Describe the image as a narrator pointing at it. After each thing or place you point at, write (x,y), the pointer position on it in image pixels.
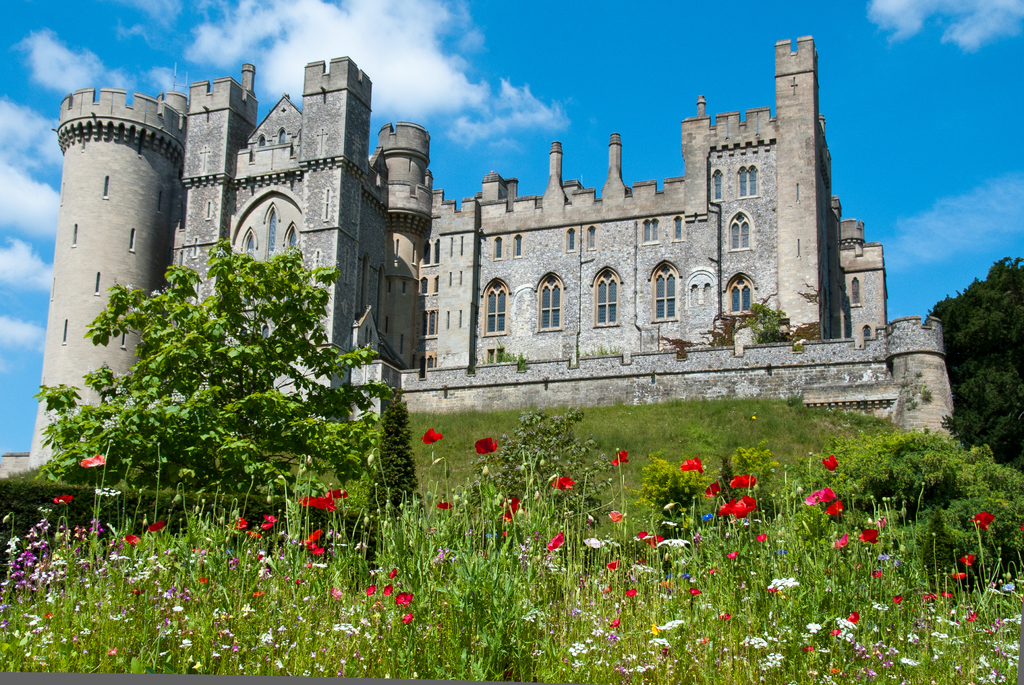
There are flowering plants (536,516). In the back (469,469) there are trees (291,255) and grass (620,420). Also there is a building (501,306) with windows (556,309). On the right side (995,351) there is a tree (986,313). In the background (503,69) there is sky (385,60) with clouds (395,68).
